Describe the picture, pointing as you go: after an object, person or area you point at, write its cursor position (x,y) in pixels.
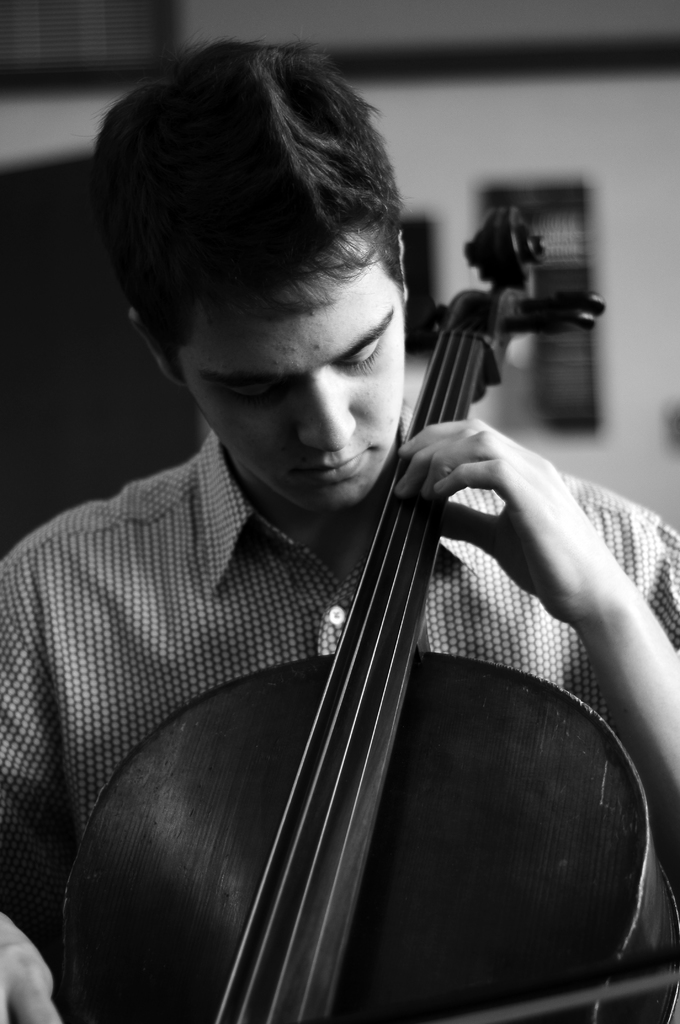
This is a black and white image where we can see a person (31,910) is playing a cello (436,371) and the background (4,472) is blurred.
